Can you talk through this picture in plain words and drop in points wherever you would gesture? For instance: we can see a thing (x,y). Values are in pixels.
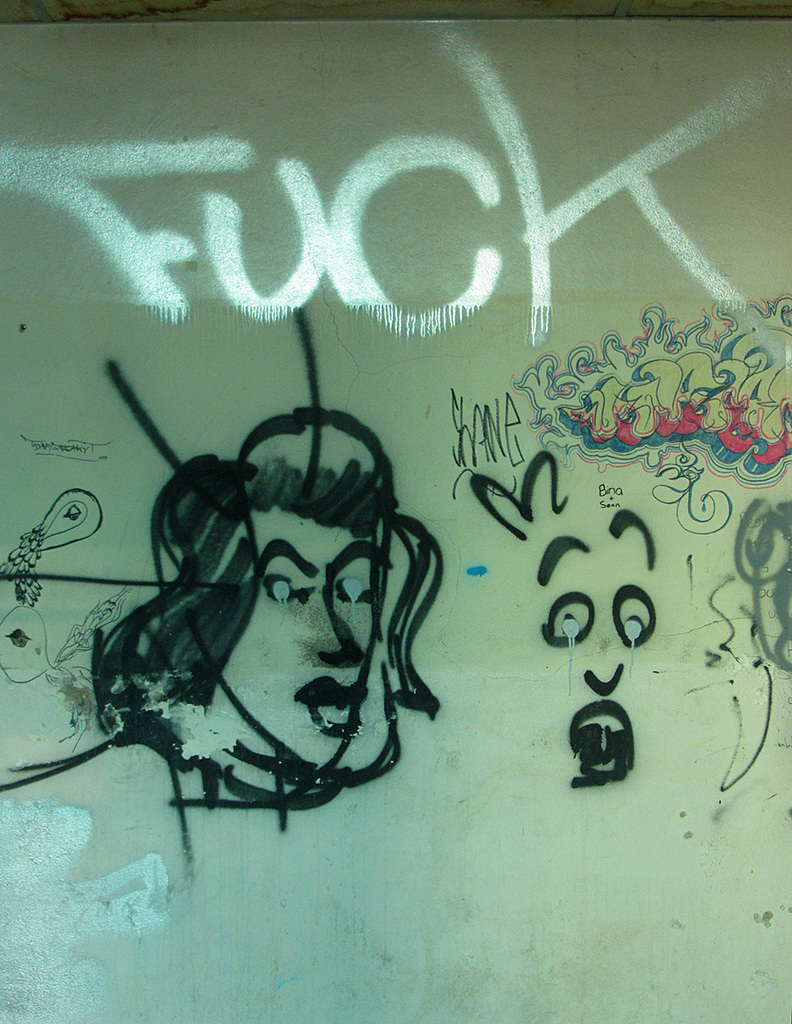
This picture consists of a painting (354,570) on a wall (427,813) in the image.
